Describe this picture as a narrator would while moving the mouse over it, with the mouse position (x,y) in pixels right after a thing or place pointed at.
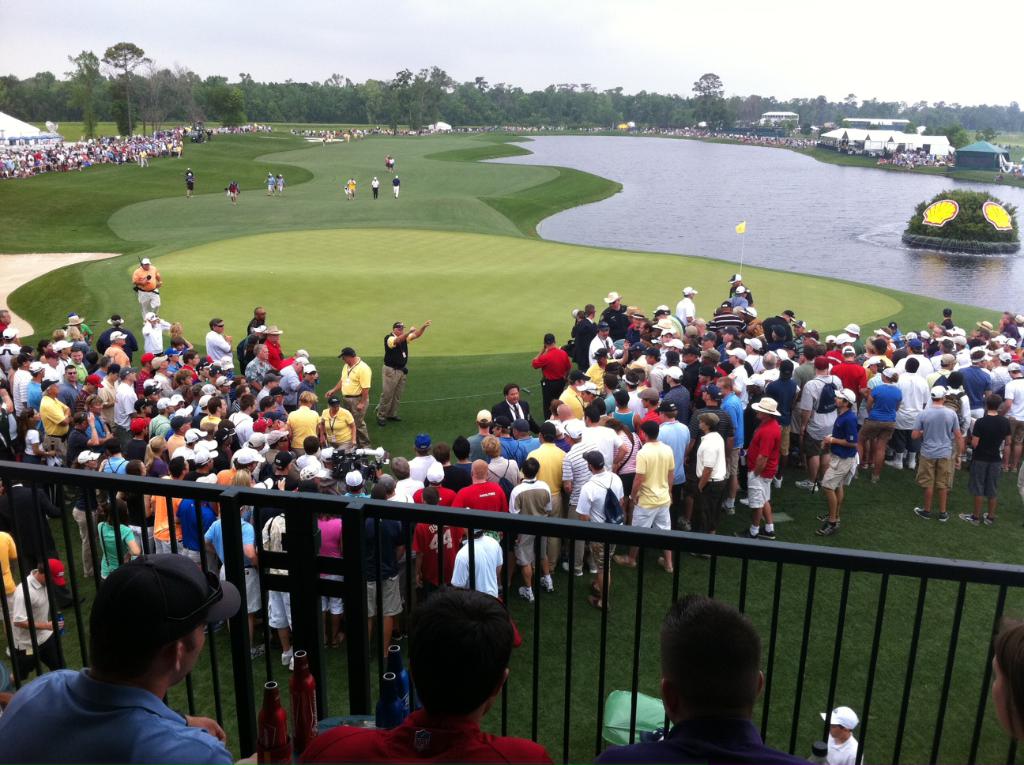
In this image there are a few people (229,762) and four bottles (275,727), in front of them there is a railing (314,601) and there are so many people (580,344) standing on the ground (403,249). On the right side of the image (845,251) there is a river (687,219) and there is a structure (965,203) with grass (968,216) and some stickers (951,206) on it. On the other side of the river (899,188) there are also so many people (934,161) standing and there are a few camps (902,131) and vehicles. In the background (622,36) there is the sky (597,61).
